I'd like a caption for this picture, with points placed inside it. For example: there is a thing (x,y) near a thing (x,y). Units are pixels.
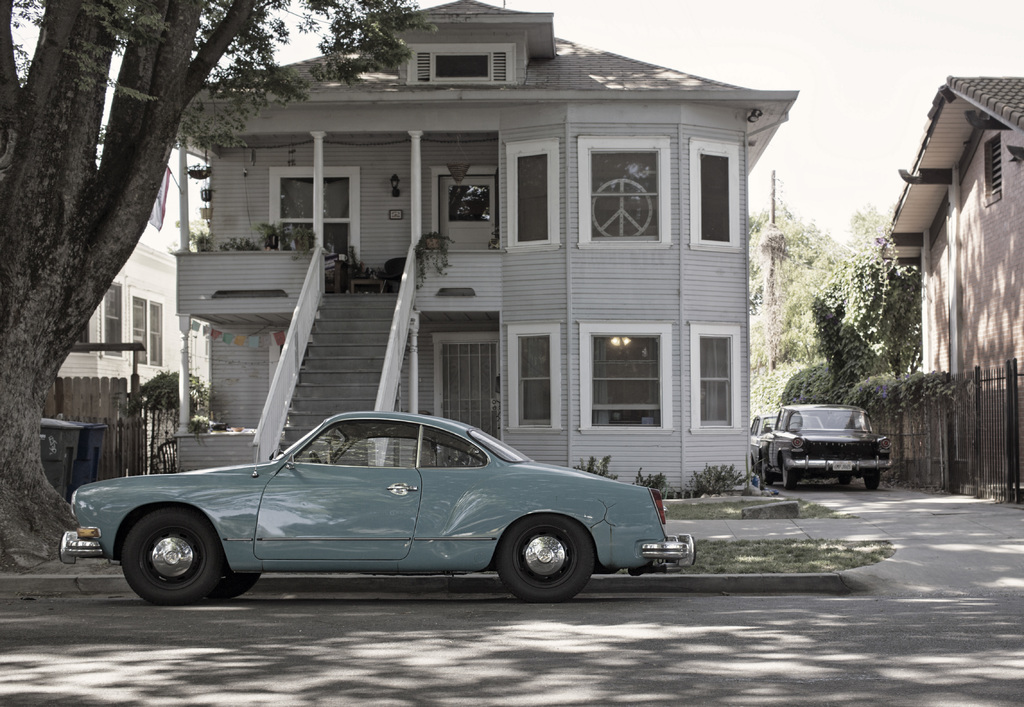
This picture shows few cars (783,448) and we see buildings (405,283) and trees (792,341) and a cloudy Sky (811,61).
